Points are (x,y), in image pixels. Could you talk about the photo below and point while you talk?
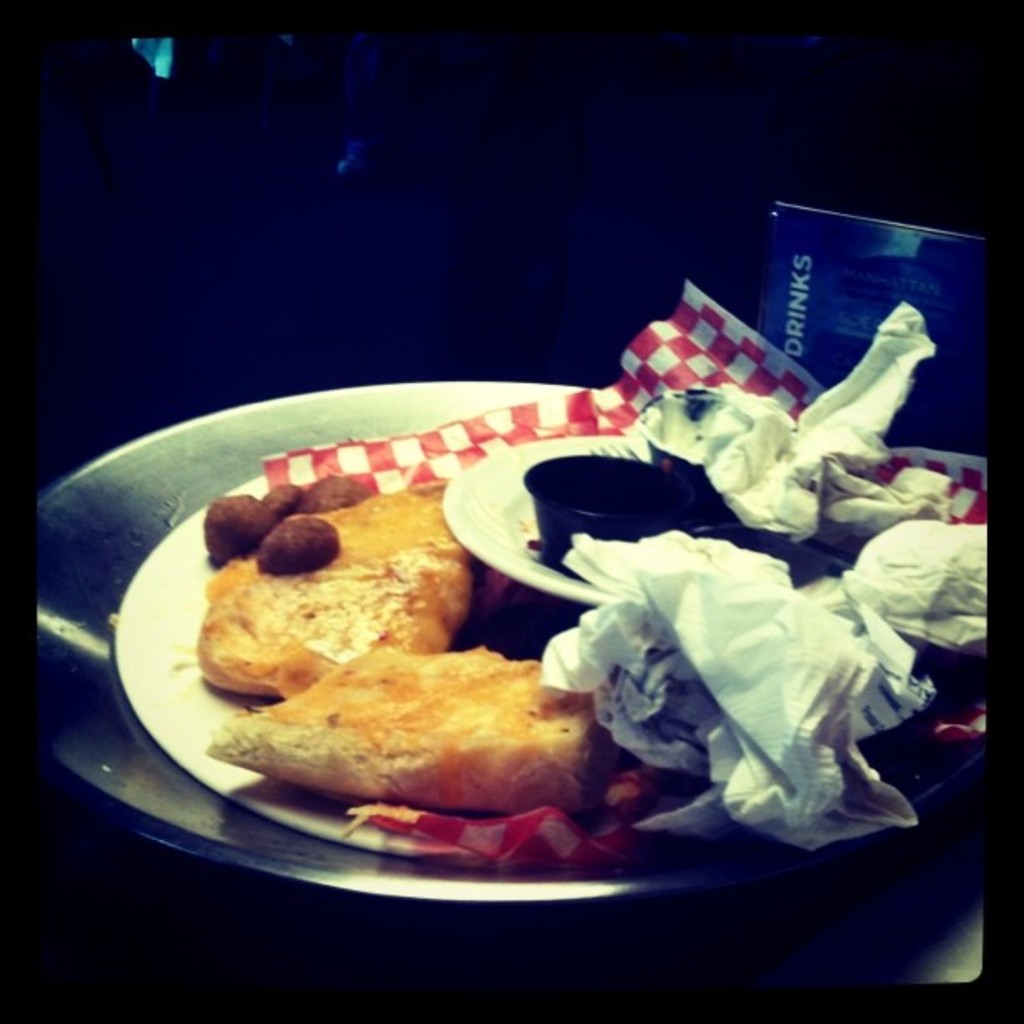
In this image we can see the group of plates (560,576) and bowl (596,523) containing food (391,719) and papers (613,709) are placed on the surface (522,964). In the background (831,272), we can see a board (825,287) with some text (803,309).
